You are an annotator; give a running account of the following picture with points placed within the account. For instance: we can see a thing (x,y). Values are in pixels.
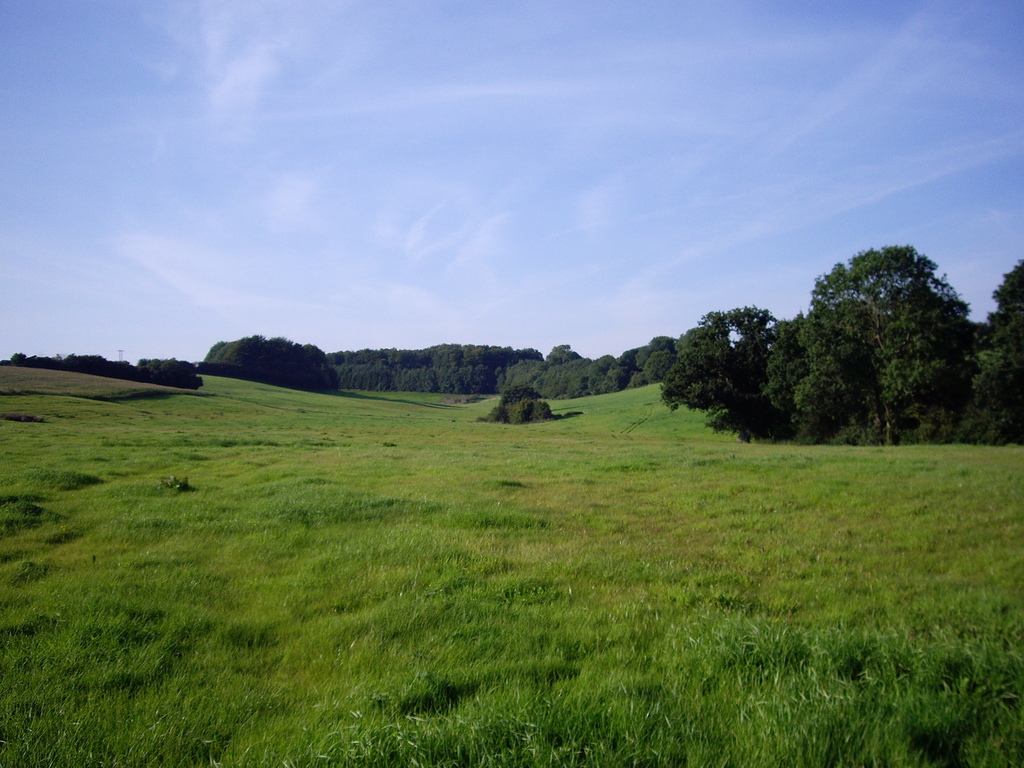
In this image we can see a group of trees (624,387) a grass field (647,441). in the background (705,214), we can see the cloudy sky (391,225).
